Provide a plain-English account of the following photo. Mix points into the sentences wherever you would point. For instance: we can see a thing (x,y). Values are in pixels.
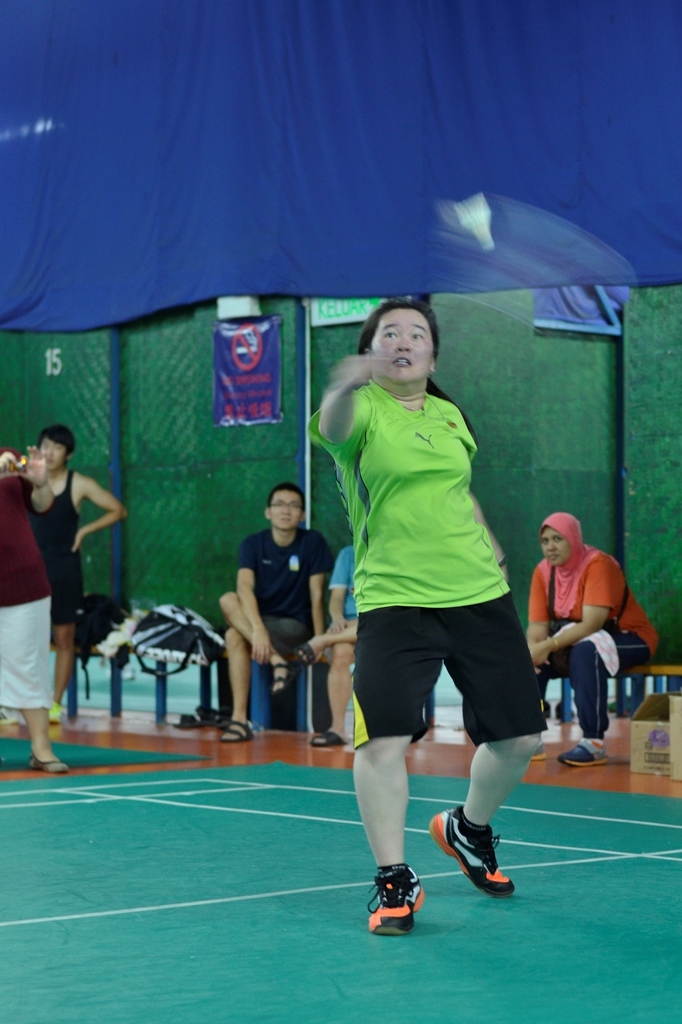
In the foreground of this image (486,660), there is a person (489,745) standing holding a racket (482,256) and hitting a cock (488,247). In the background (281,593), there are three people (337,572) sitting on a bench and two (56,715) are standing on the floor (76,771). We can also see two bags (179,619), a green wall (223,440) on which there is a blue poster (253,369) and at the top (186,129), there is a blue curtain (303,129).
